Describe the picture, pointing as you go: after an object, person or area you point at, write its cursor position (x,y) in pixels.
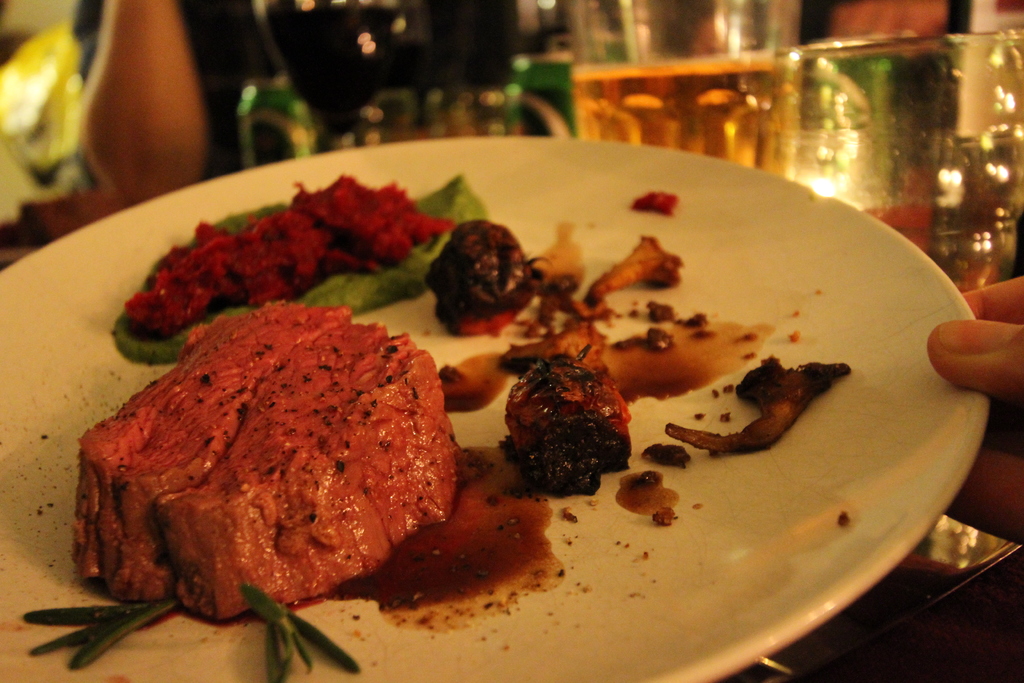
In this image we can see a plate (116,231) with food item (531,449). And we can see fingers (939,333) of a person (928,345) holding the plate (927,310). Also there are glasses (759,68). And it is looking blur in the background (237,30).
